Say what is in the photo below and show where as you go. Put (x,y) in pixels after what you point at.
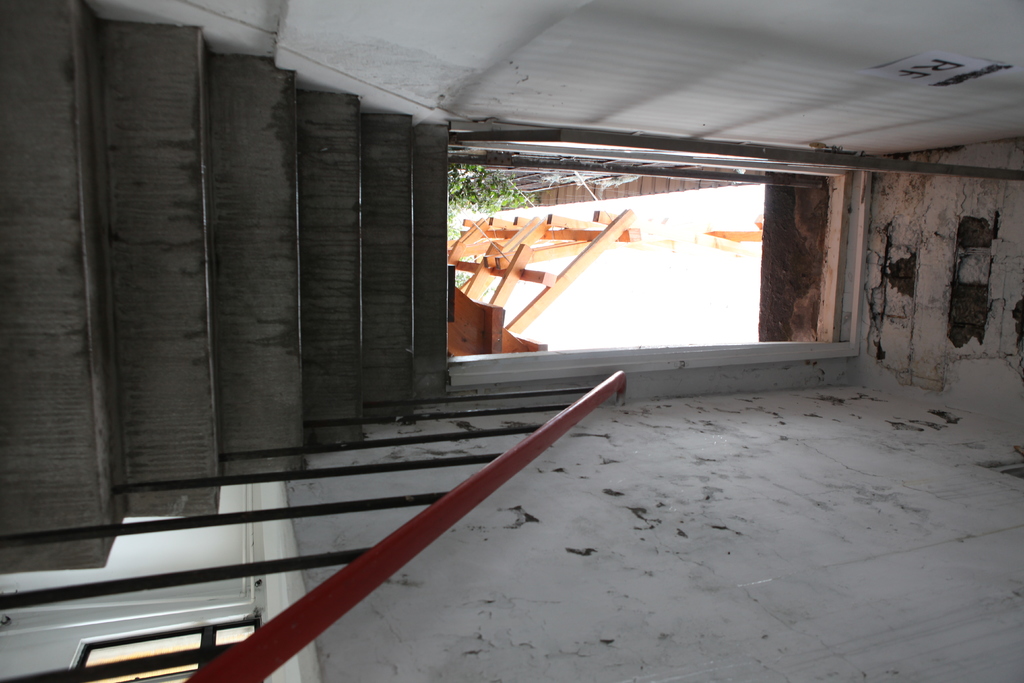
In this image we can see stairs (308,314), railing (433,508), door (671,159) and walls (707,441).
